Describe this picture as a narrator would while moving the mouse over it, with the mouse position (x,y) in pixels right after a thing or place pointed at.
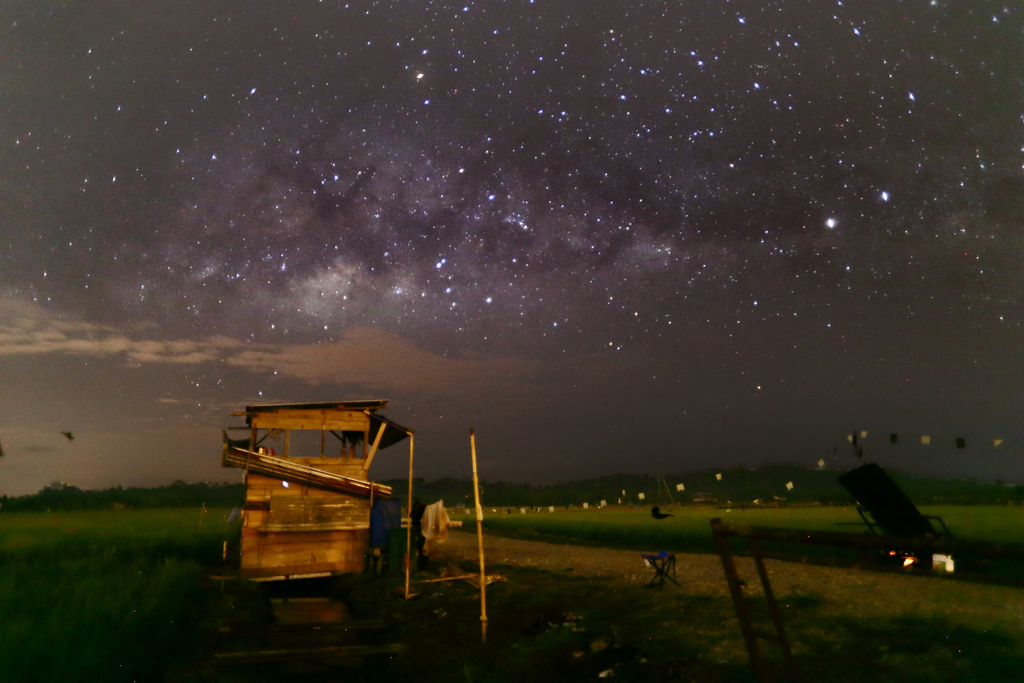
This is an image clicked in the dark. Here I can see a wooden house (298,514) on the ground (243,635). On the right side (962,601) there is a road (604,561) and I can see the grass (825,634). On the top of the image (515,109) I can see the sky (488,157) and stars (386,204).
